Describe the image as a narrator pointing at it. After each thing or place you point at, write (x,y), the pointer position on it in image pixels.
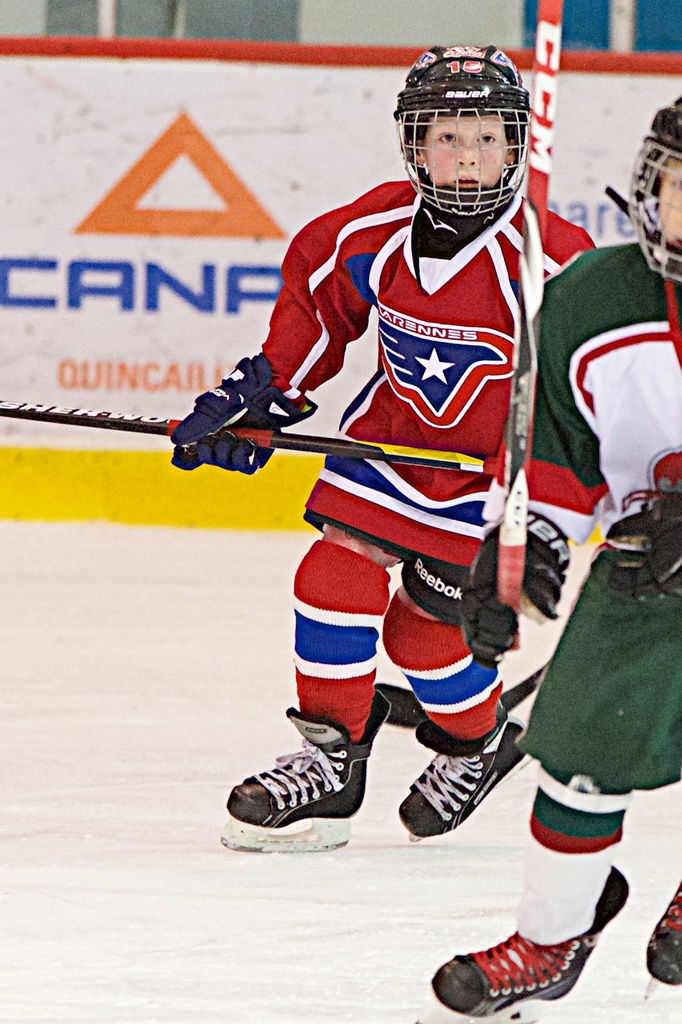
In the picture we can see two people (643,694) are skating on the ice floor (129,576) holding sticks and wearing a sportswear (414,345) and helmet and in the background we can see a wall (224,130) with some advertisements (215,139).
